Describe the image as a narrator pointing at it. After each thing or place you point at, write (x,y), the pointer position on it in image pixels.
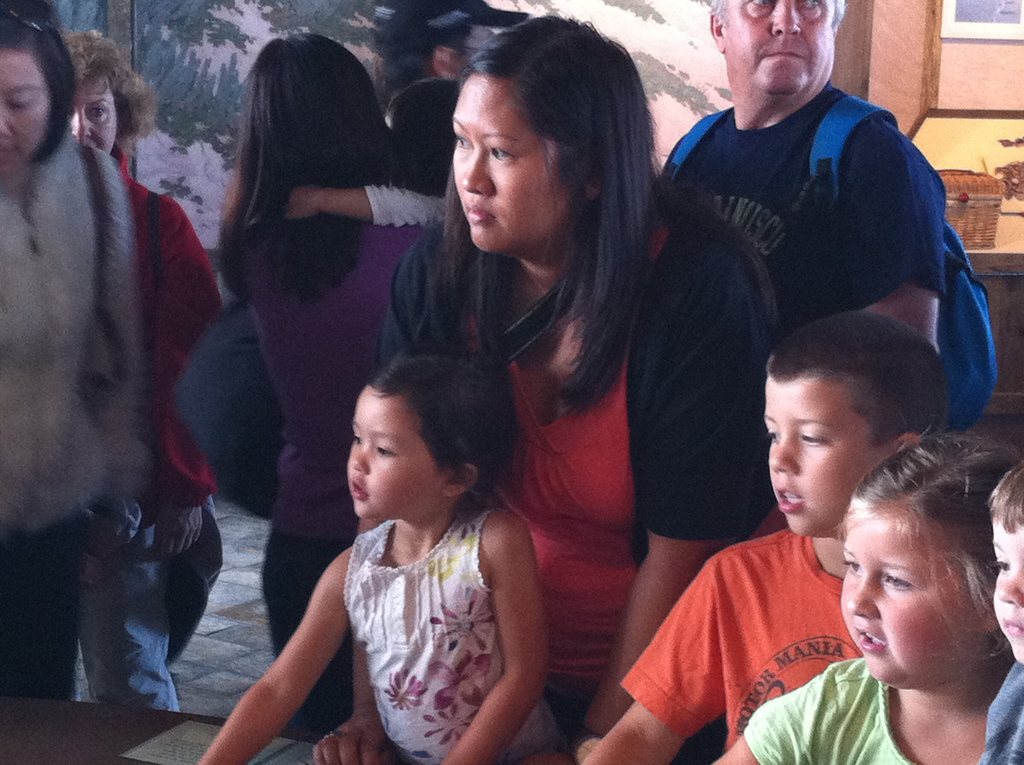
As we can see in the image there are people (513,380) gathered and at the background (299,17) there is a portrait (584,18) on the wall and the kids (902,681) over here are looking at something and the man (796,123) who is wearing a navy blue tshirt (779,145) carrying a blue colour backpack (975,353).
